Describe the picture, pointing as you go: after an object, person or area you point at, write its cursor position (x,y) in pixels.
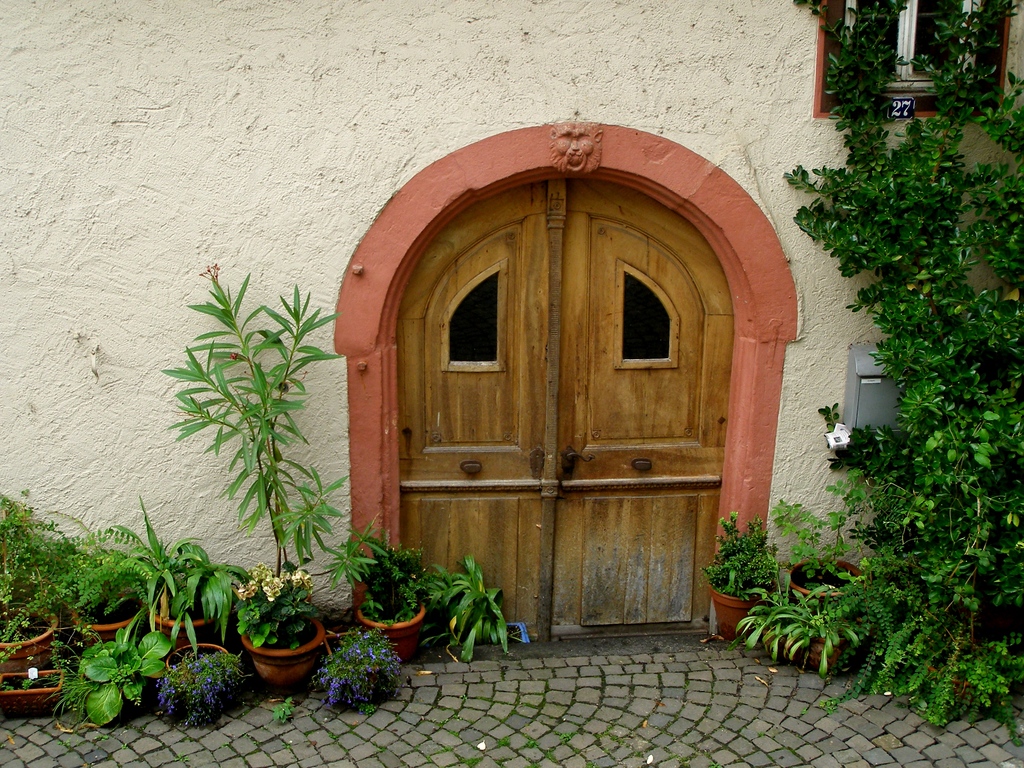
In this image I can see a small wooden door (486,401). To the side of the door (431,407) there are many flower pots (262,668) with purple and white color flowers (280,590). To the right (941,369) I can see the plant (932,425).
